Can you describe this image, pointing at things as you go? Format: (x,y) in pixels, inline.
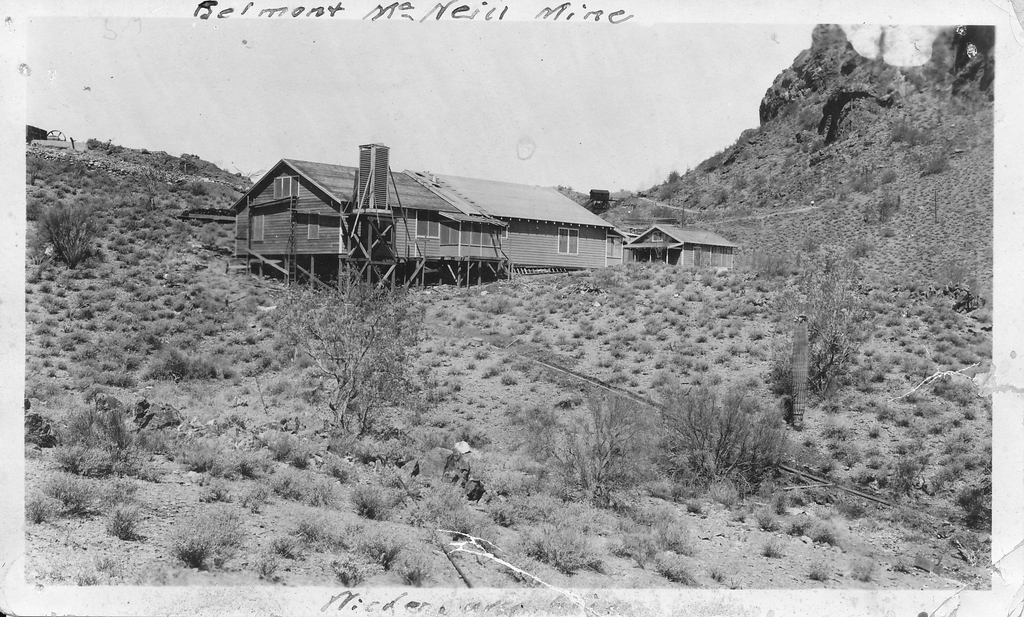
This image looks like a photo in which I can see grass (439,415), plants (404,412), trees (52,249), houses (486,248), mountains (676,190), text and the sky (430,163).
